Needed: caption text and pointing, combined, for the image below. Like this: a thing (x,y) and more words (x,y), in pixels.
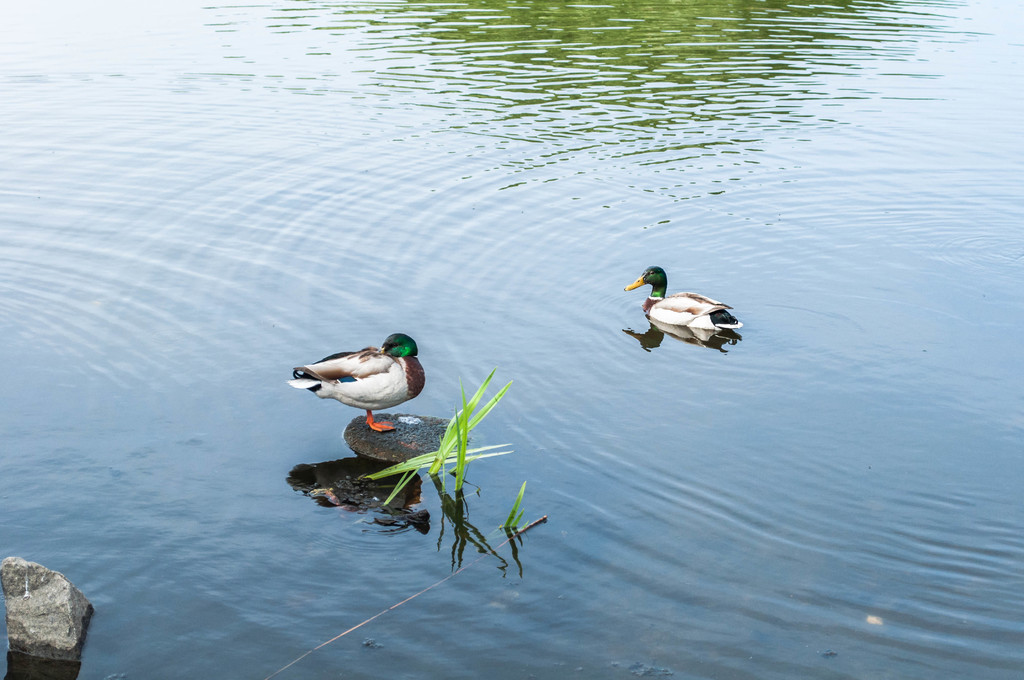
In the image we can see water (8,381), in the water (340,655) we can see some stones (358,423) and grass (459,420). Above the water (524,271) we can see two ducks (367,411).
